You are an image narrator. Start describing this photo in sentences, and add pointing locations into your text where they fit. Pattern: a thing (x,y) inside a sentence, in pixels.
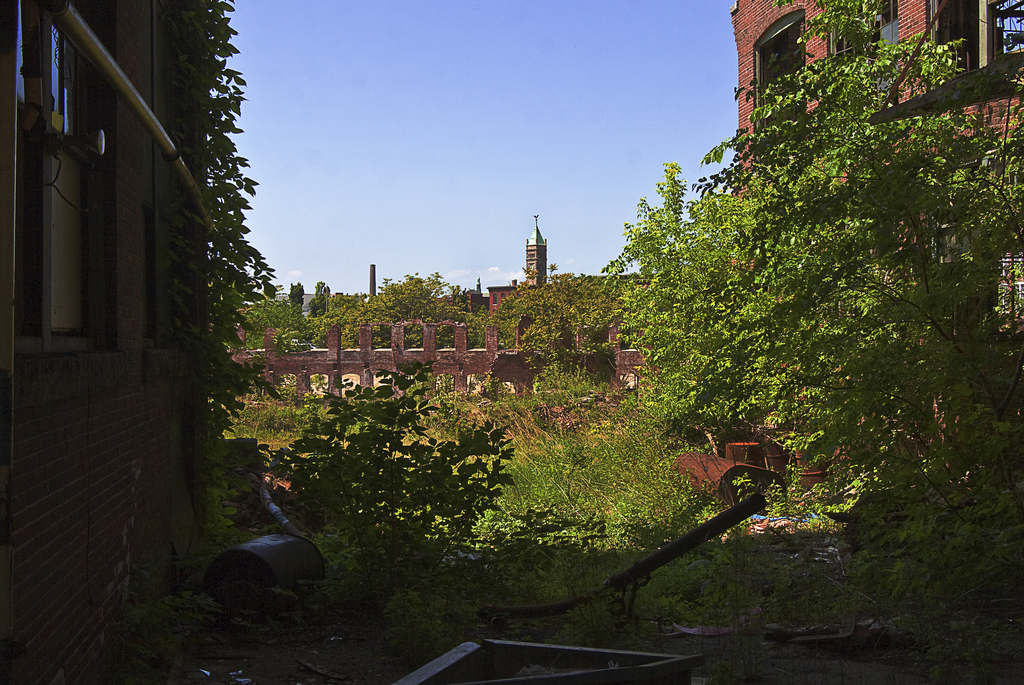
In this image I can see a building (104,376), a pipe (210,219), a tree (182,57), the window (67,110) and few other objects (437,662) on the ground (612,569). In the background (400,358) I can see few buildings (523,333), few trees (538,285) and the sky (542,94).
